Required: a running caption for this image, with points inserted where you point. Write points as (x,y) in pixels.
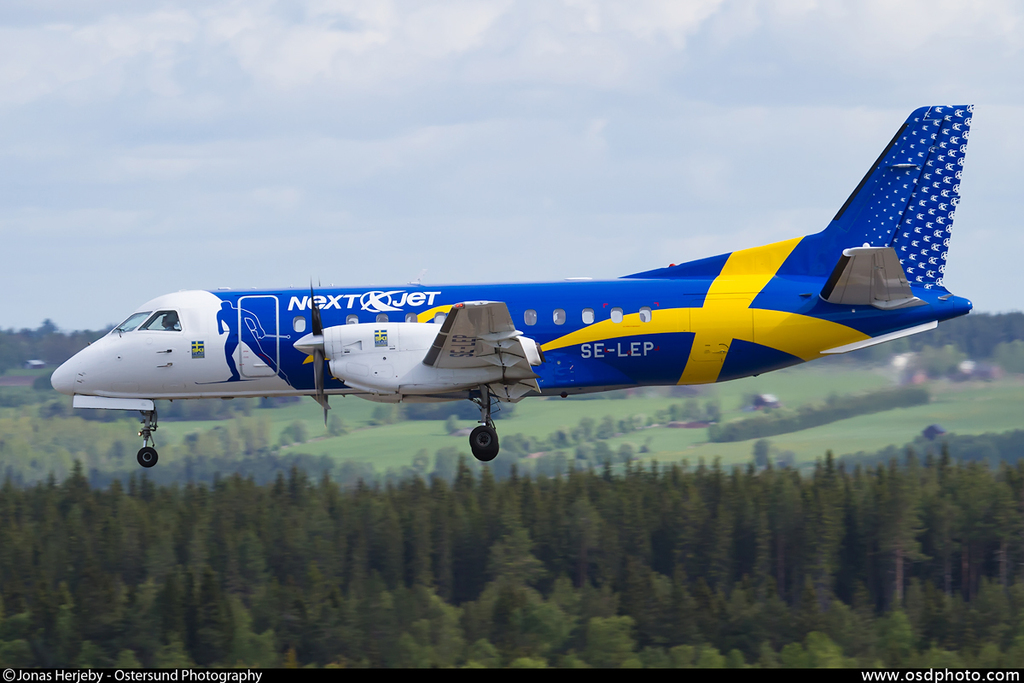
In the center of the image (582,326) there is a aeroplane (399,357) in the air (415,254). In the background (167,544) there are trees (589,552), grass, sky (469,231) and clouds (331,132).
